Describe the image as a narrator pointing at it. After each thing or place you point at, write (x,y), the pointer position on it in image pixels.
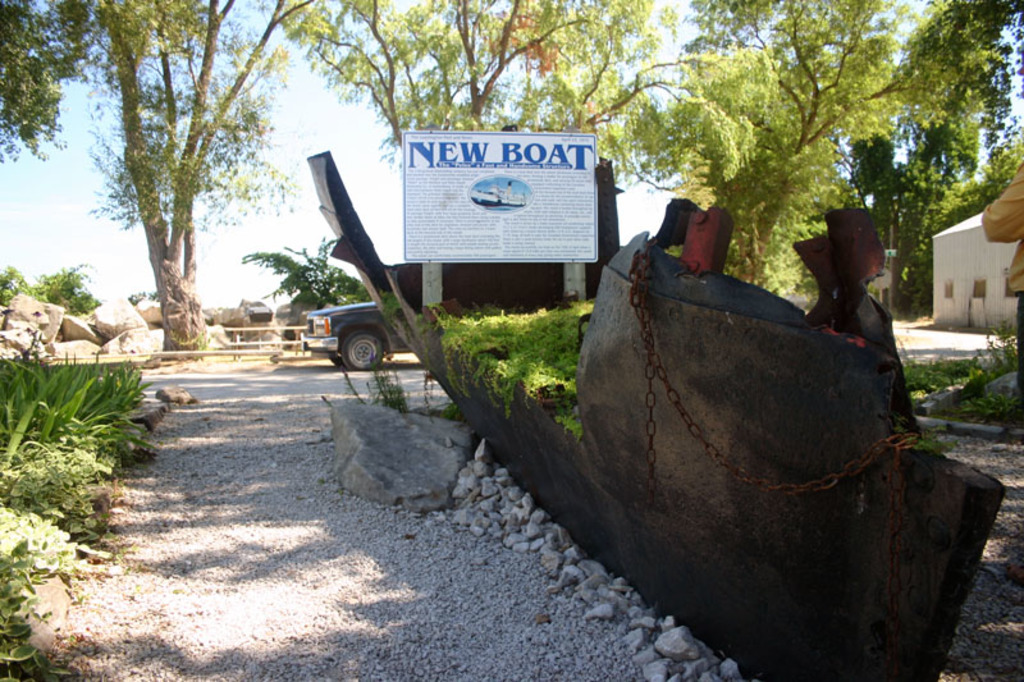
In this image I can see the ground (355,546), few stones (529,497), a black colored object (750,541) and on it I can see a board (531,211) and some grass (536,340). I can see few plants (71,374), few trees (237,160), a car (309,322), a shed (967,315) and the sky (312,223) in the background (268,147).
